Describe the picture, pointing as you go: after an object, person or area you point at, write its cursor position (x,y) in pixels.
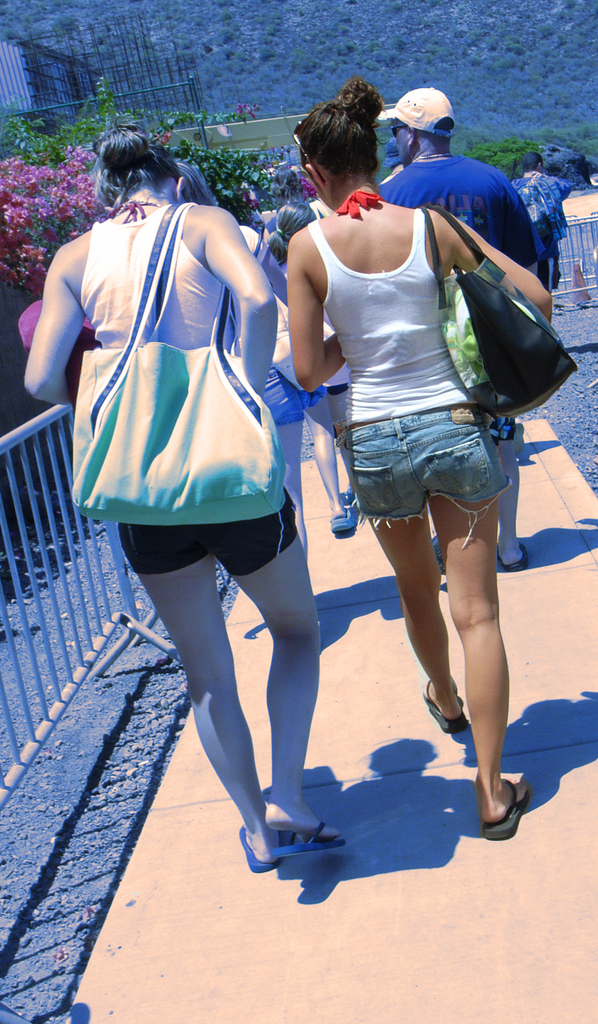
In the image we can see there are many people (345,388) walking and they are facing back and they are carrying bags (230,447). Here we can see footpath (393,864), fence (49,639), sand (156,721) and plants (73,171).
